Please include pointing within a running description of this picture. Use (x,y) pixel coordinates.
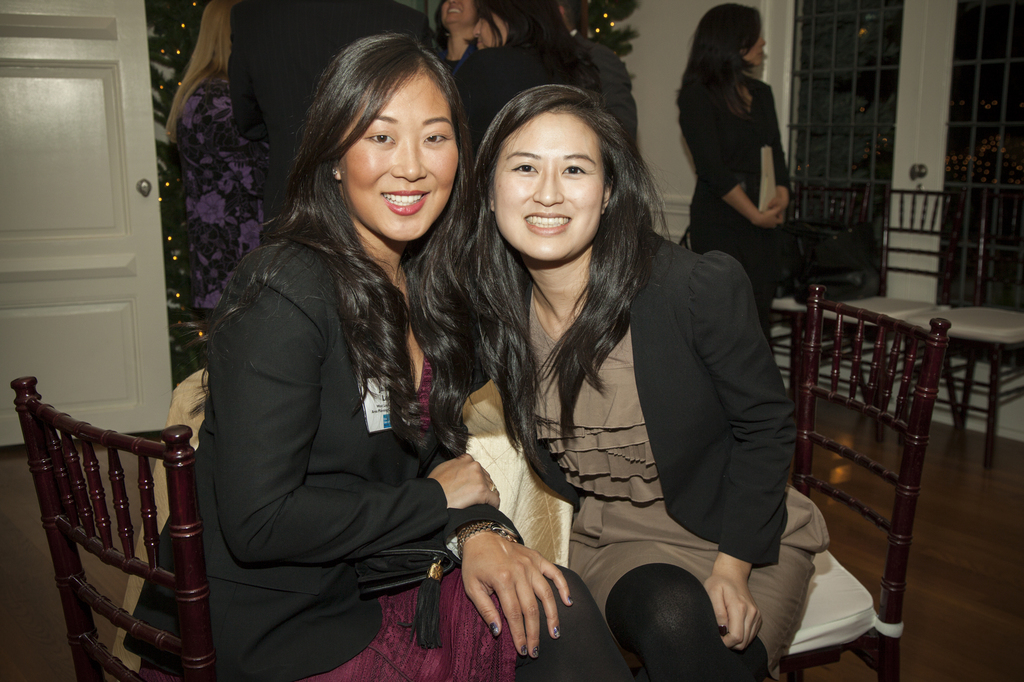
In this picture we can see two women (561,389) sitting on chair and smiling and in background (99,61) we can see door (101,74), woman (725,70) standing and looking at some thing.
